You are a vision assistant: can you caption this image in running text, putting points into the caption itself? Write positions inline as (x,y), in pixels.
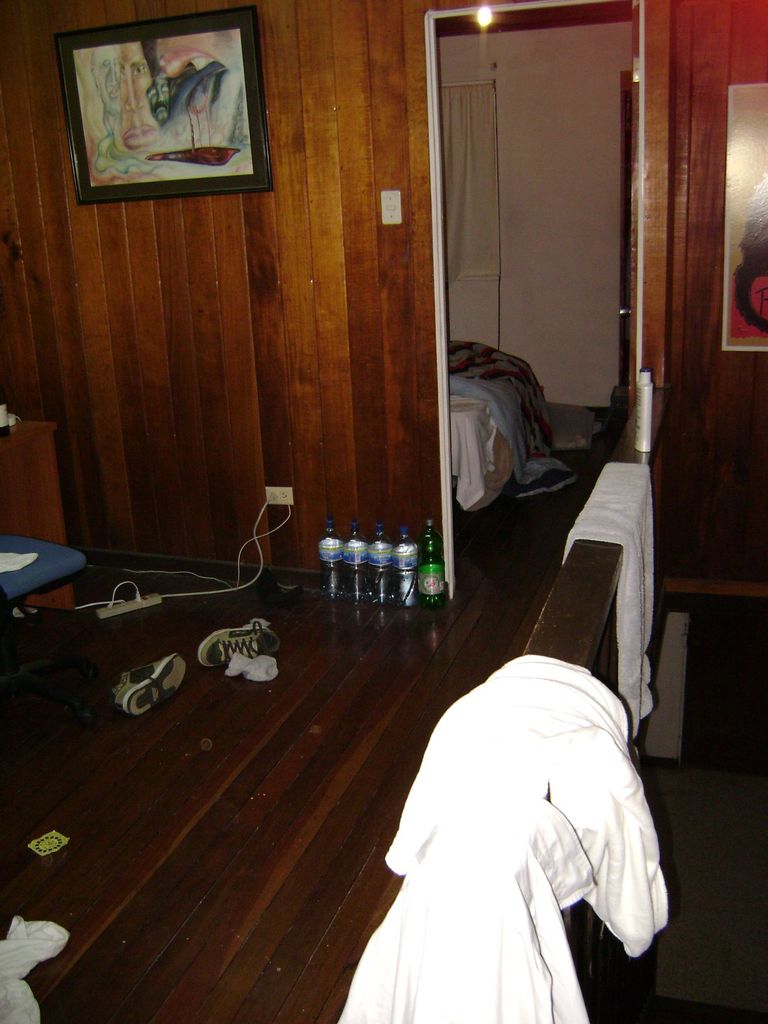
As we can see in the image there is a wooden wall (293,263), photo frame (227,128), bed (475,417), bed sheet (476,468), bottles (322,552), shoes (261,647) and a switch board (126,606).
